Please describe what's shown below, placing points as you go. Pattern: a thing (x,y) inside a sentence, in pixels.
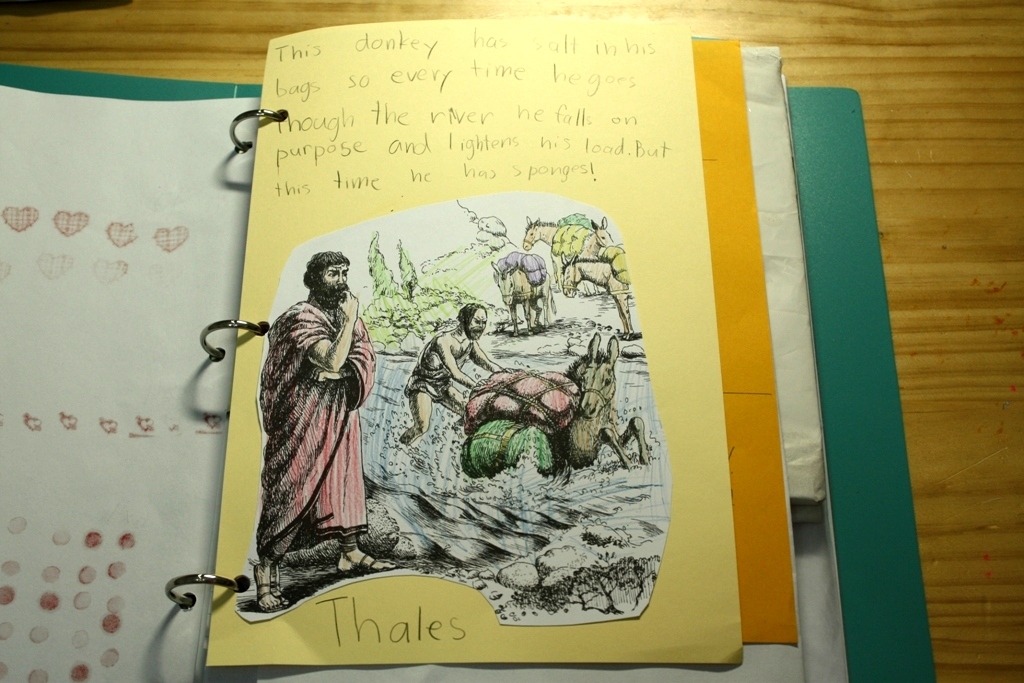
In this image I can see few papers (578,21) in the file (864,425) and I can see few persons (348,323) standing. Background (612,283) I can see few animals (572,285), trees (408,268) in green color and the papers (744,345) are in multi color and the file (857,237) is on the brown color surface (927,236).
